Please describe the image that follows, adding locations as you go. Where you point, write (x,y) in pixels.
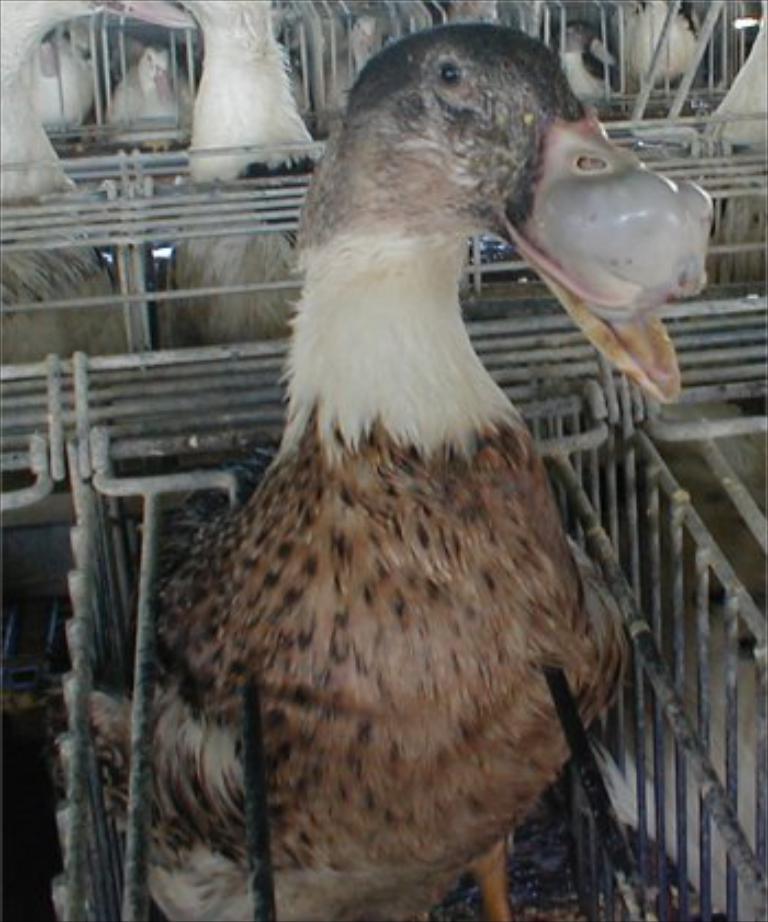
In the image there is a duck (436,746) in a steel cage (73,415) and behind there are many ducks (258,135) in cage (62,396).
